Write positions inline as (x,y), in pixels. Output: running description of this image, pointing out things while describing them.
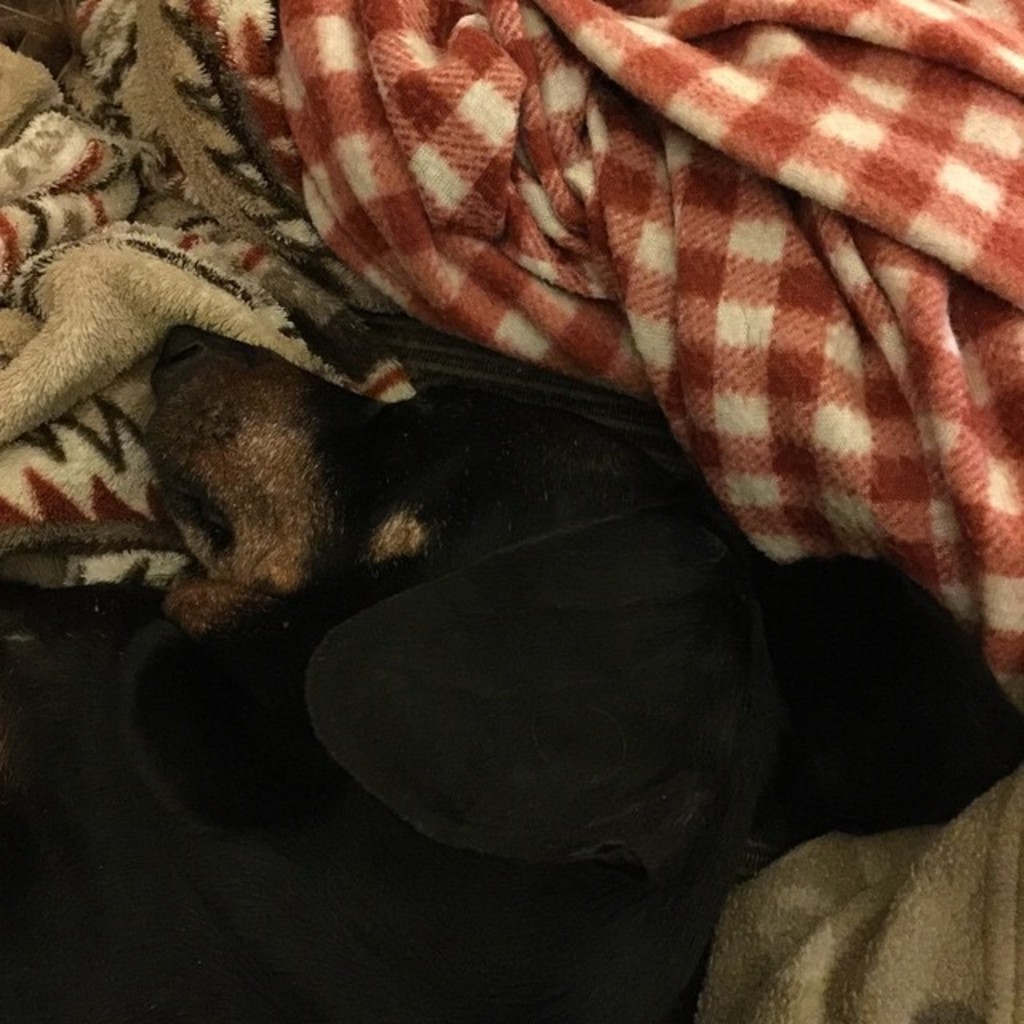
In this image we can see a dog (483,673) lying down. We can also see some clothes (550,284) beside it.
